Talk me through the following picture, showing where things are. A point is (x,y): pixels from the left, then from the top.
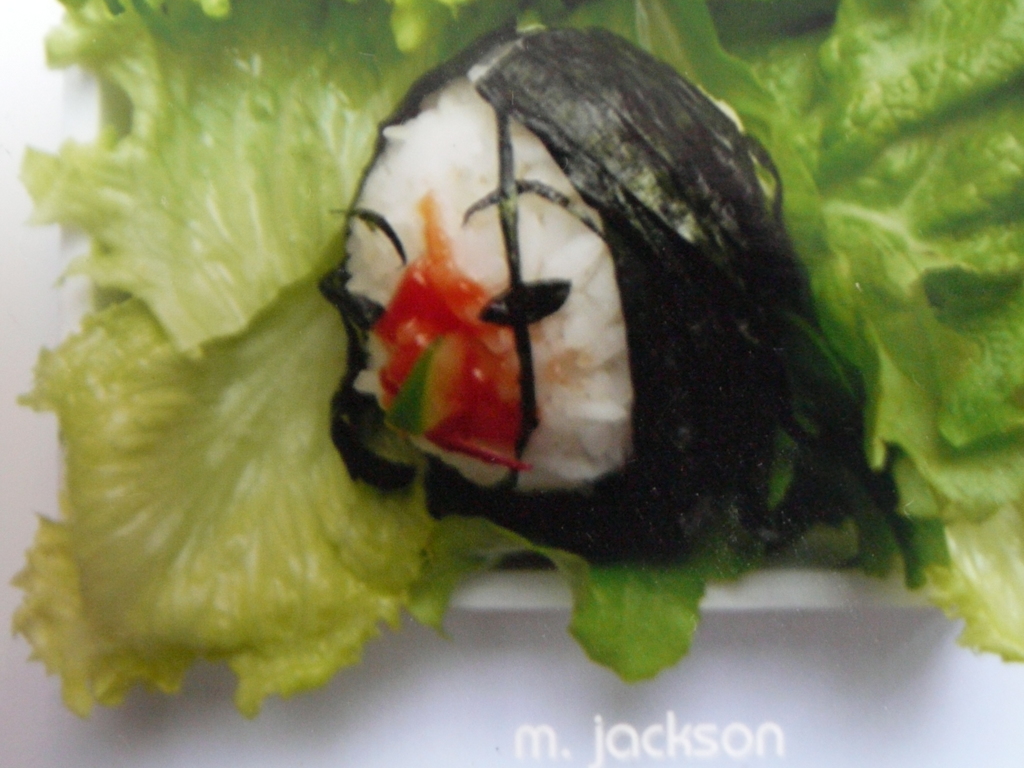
In this picture we can observe some food (608,383) placed in the white color plate (499,579). The plate (570,607) is placed on the white color table (433,672). We can observe a white color watermark (589,739) on this picture. There are some green leaves (376,97) placed in the plate (723,596).
